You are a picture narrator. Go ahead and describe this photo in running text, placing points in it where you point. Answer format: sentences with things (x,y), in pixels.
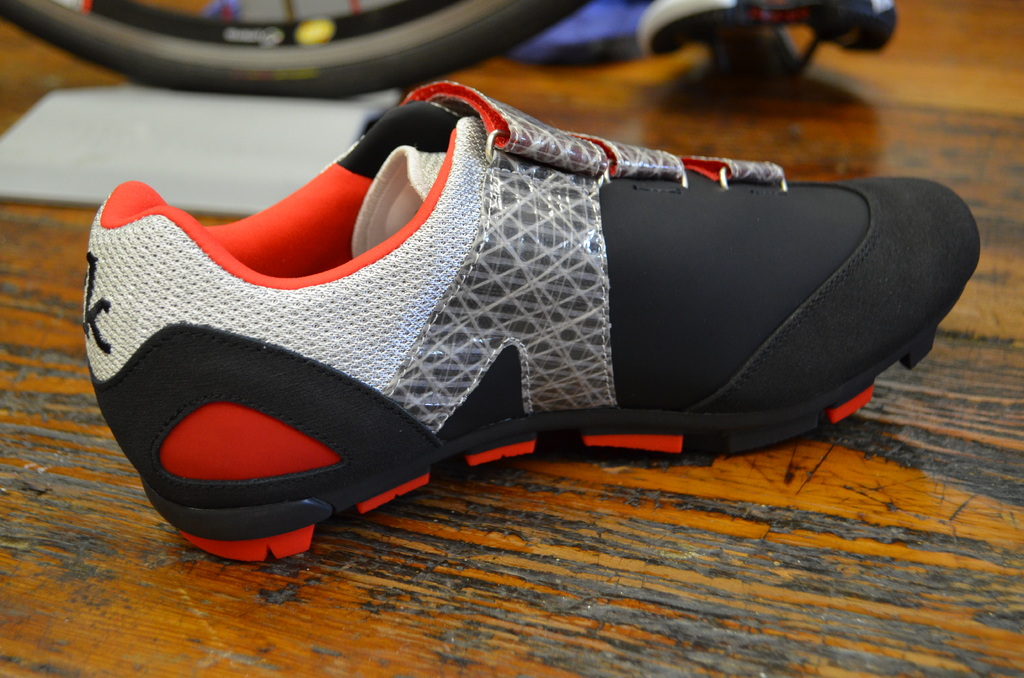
In this picture we can see a shoe (232,345) on the floor (155,592) and behind the shoe (303,258), it looks like a bicycle wheel (201,47) and some blurred objects (717,37).
